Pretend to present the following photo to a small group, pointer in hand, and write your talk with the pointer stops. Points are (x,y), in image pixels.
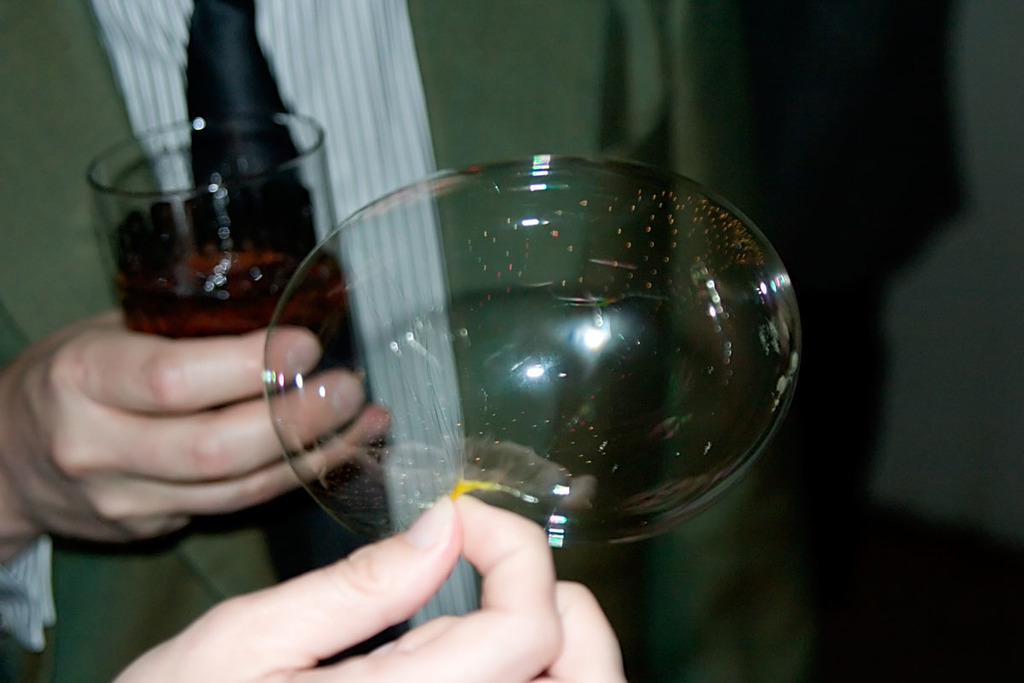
This picture shows a human (237,22) holding a glass (170,195) in his hand (200,458) and we see a air bubble (554,476) and another human hand (417,574).
